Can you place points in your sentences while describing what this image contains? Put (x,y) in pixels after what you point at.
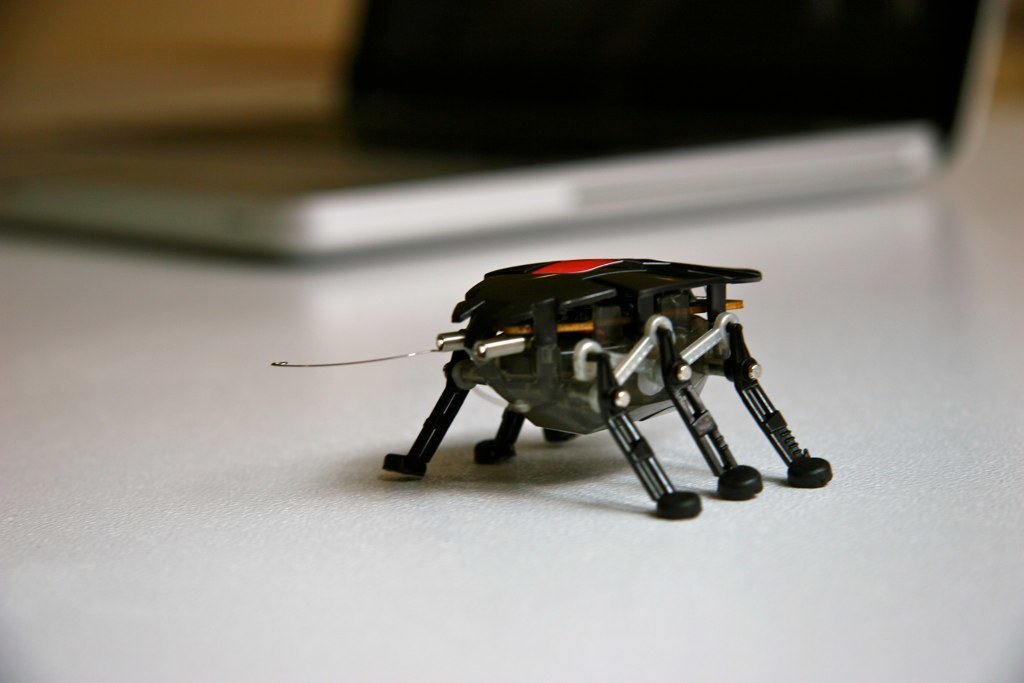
In this picture we can see an object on the platform (572,527) and in the background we can see a laptop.
